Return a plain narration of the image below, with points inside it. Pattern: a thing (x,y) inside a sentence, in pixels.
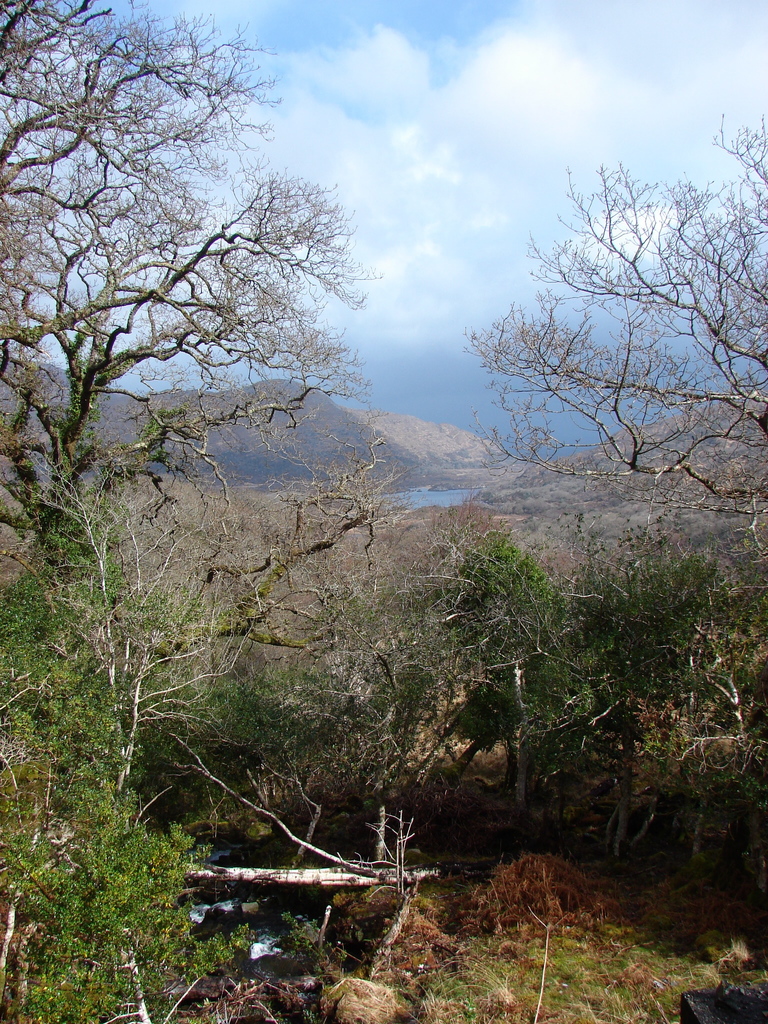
In this image there are plants (361,650) and trees (462,614). In the background (585,490) there are mountains (497,447). In front of the mountains (432,459) there is the water (433,500). At the top (403,151) there is the sky (418,149). At the bottom (557,951) there is grass (493,970) on the ground (444,960).
